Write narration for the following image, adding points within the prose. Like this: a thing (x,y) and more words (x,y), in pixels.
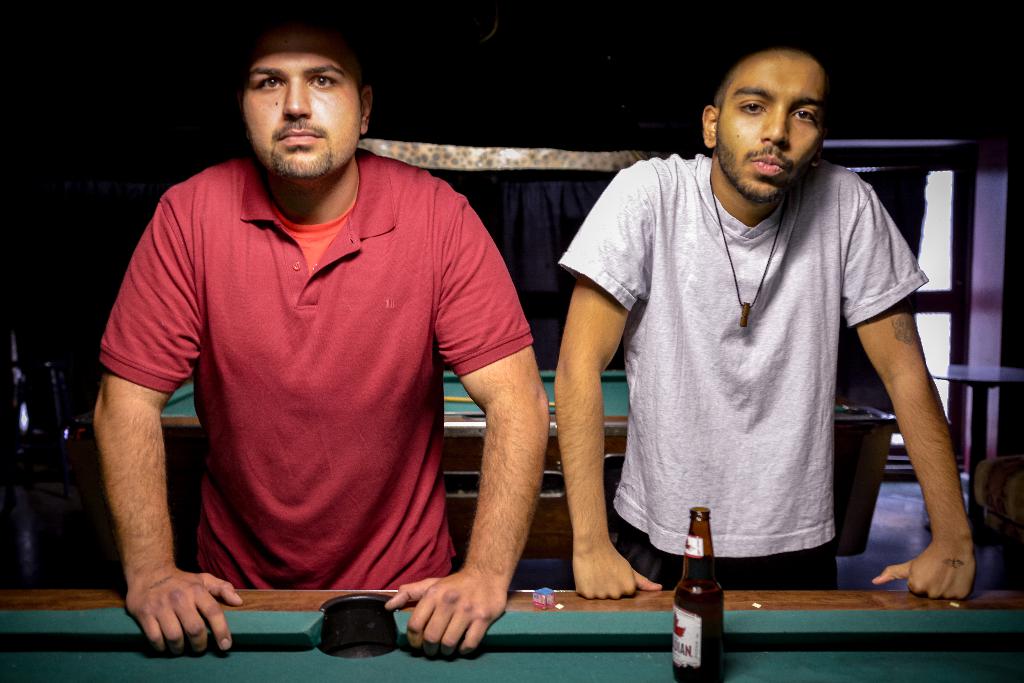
There are two people (322,361) standing. This looks like a snooker table (831,658) which is green in color. I can see a beer bottle (700,682) placed on the snooker table (826,654). At background (548,496) I can see another snooker table (617,415). This looks like a stick (457,402) placed on it. Here is a small table (981,384). This looks like a couch (988,462). Background (899,204) I can see a door (938,229) and this is the cloth (536,202) hanging.
